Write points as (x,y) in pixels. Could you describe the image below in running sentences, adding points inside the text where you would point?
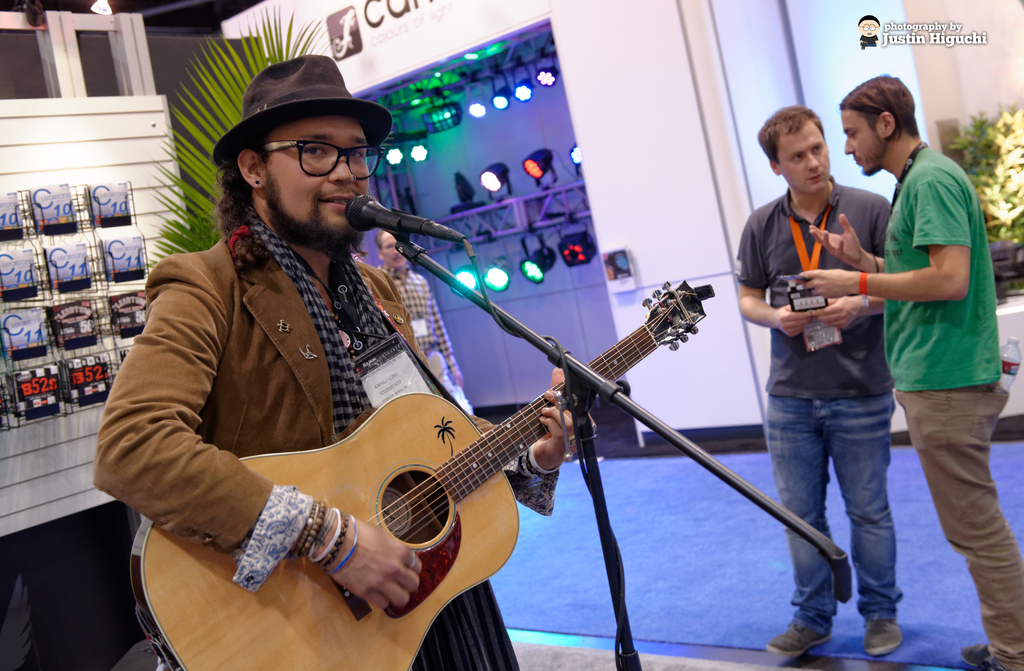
This picture shows a man (293,65) standing and playing guitar (246,666) and singing with the help of a microphone (383,214) and we see two man (781,642) standing on the side and speaking to each other.
